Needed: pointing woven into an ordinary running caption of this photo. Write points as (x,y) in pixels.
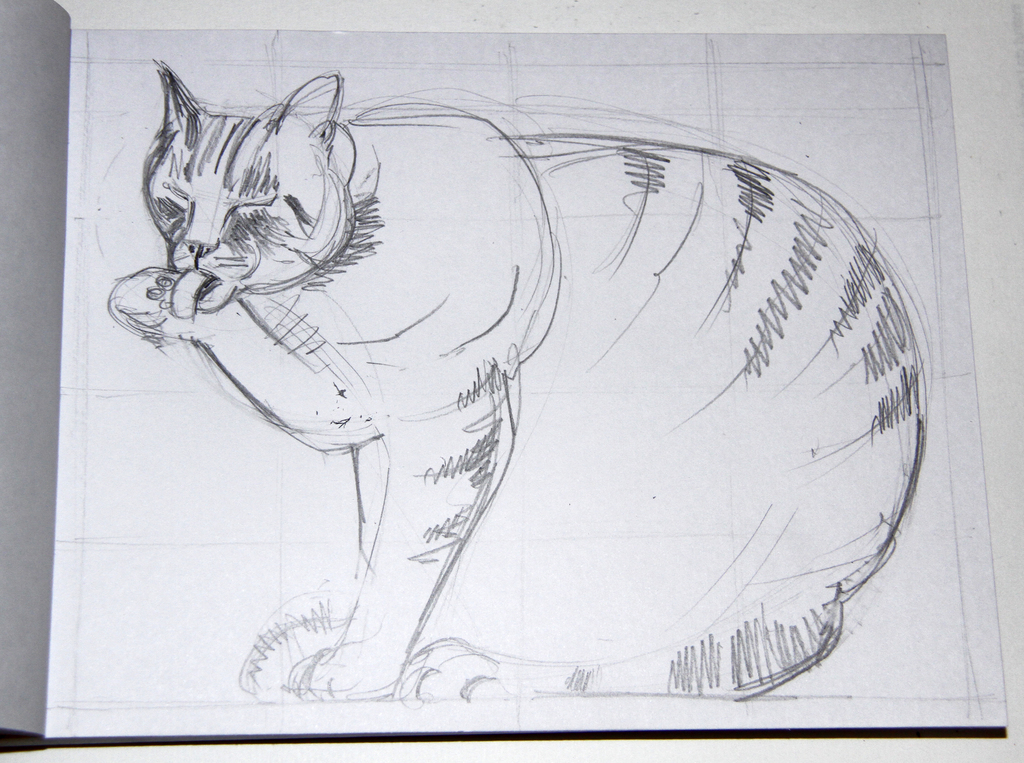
In this picture we can see a paper (251,521) and on the paper (129,640) there is a drawing (253,676) of a cat (587,287) and the paper (685,304) is on an object (1001,90).
